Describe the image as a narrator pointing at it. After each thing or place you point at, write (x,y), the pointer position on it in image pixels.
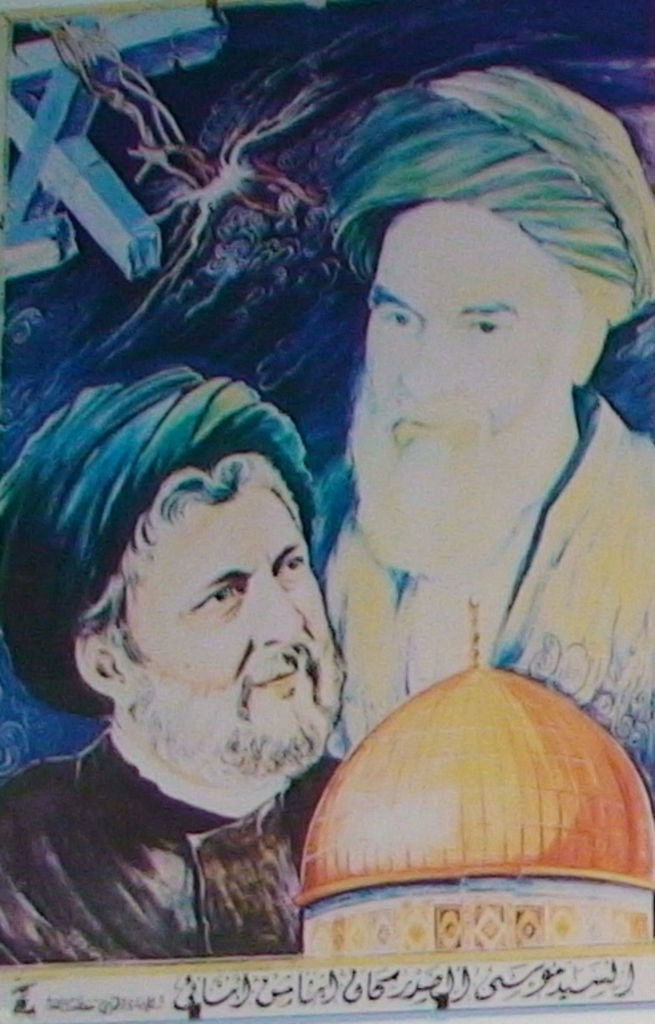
This picture describe about the painting poster (122,165) on which two men (137,676) are printed and in the bottom side (401,930) we can see golden color dome (650,825). In the front (616,990) bottom side we can see a quote (611,987) written in Arabic.
